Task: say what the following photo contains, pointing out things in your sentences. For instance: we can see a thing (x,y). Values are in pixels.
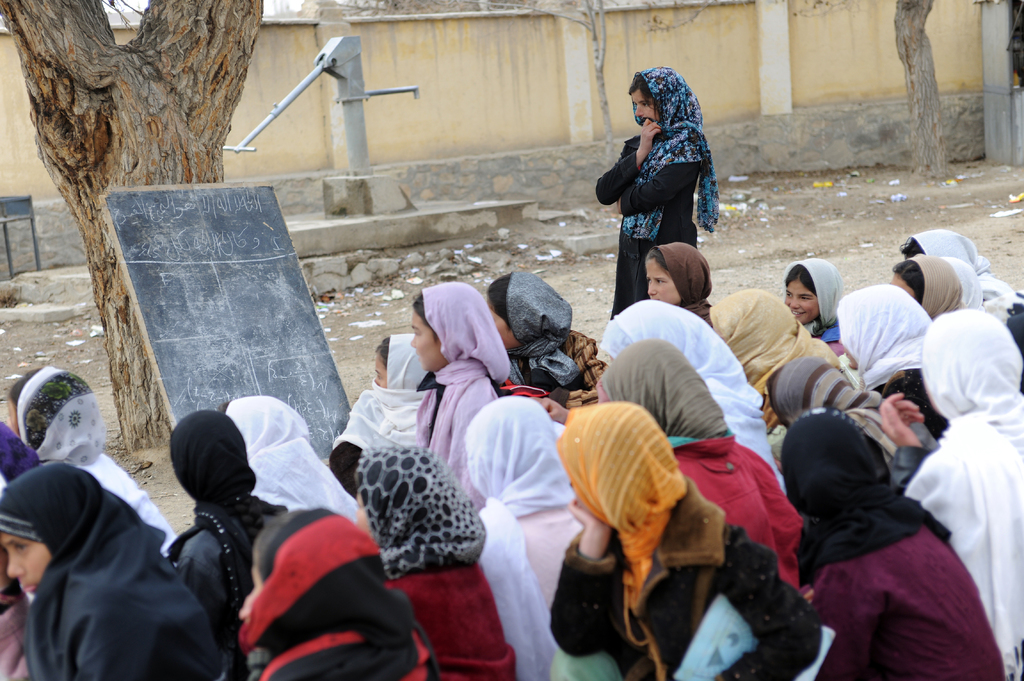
In this picture I can see number of women (526,458) in front and on the left side of this picture (195,265) I can see a tree (238,16) and a board (264,308). In the background (9,240) I can see a hand pump (335,74), few things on the ground (23,327) and I can see 2 more trees (920,27) and the wall (406,119).
